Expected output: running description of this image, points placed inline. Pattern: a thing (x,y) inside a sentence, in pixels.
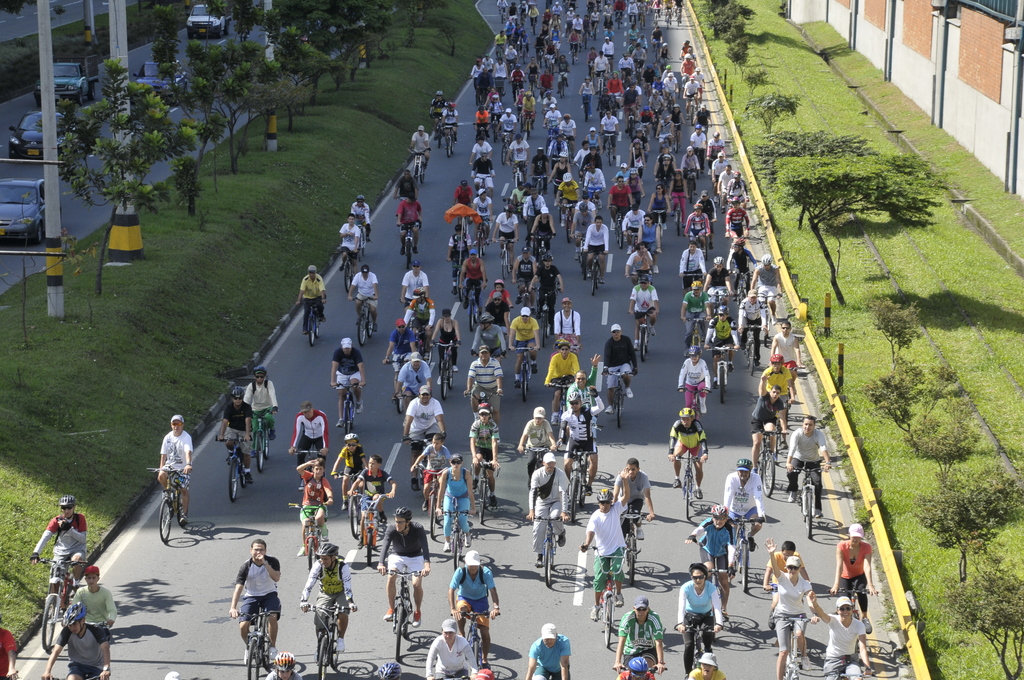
In the middle of the image (415,243) many people (626,630) are riding bicycles (673,100) on the road (494,10). Besides them there are some trees (719,2) and grass (761,2). In the top left corner of the image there are some vehicles (223,20) on the road (18,26) and there are some poles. In the top right corner of the image (1007,119) there is wall (964,101).
